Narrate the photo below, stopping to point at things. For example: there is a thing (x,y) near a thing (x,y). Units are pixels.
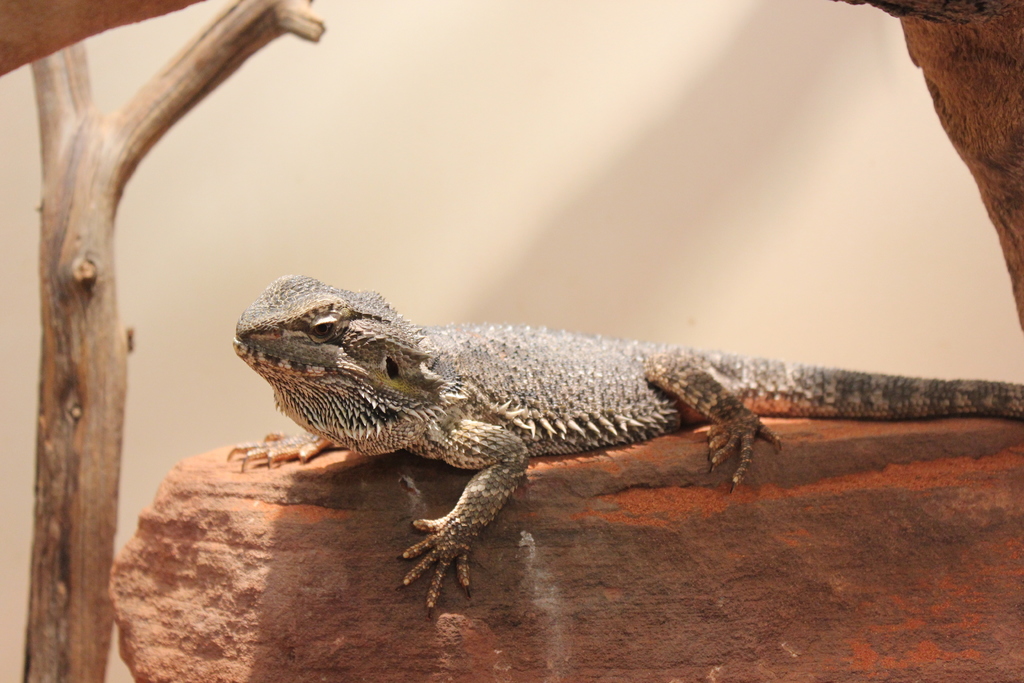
In this picture we can see brown lizard (491,486) sitting on the stone (673,502). Beside we can see the wooden stick (72,472). Behind we can see the white background (428,189).
